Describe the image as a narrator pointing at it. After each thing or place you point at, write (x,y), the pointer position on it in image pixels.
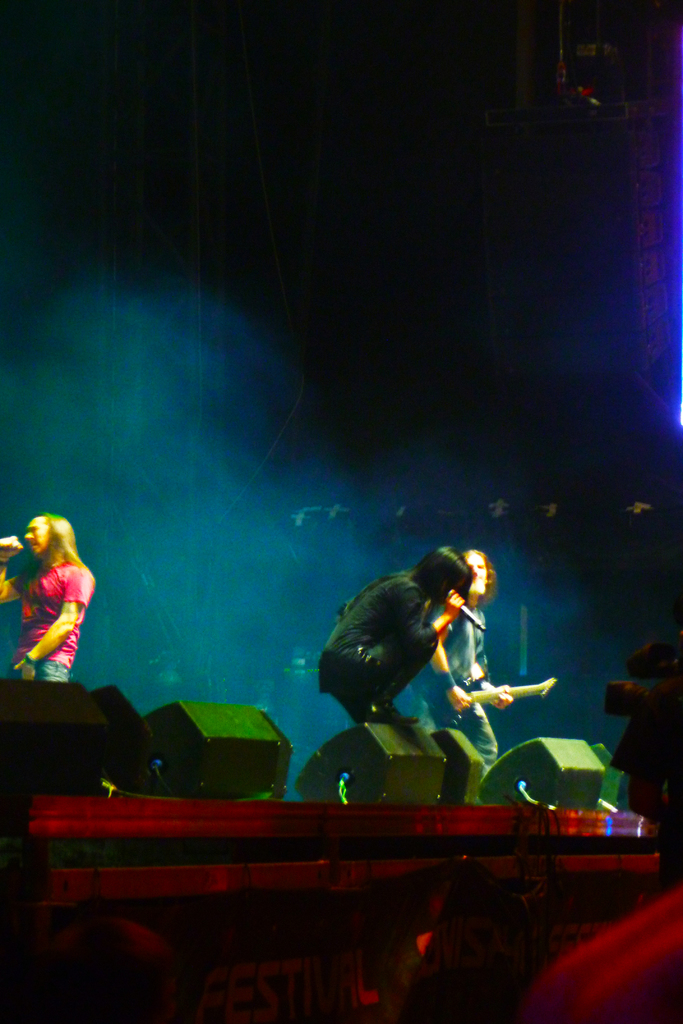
In this image we can see people (380,606) holding mics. There are speakers (127,764). At the bottom of the image (120,970) there are people (154,988). In the background of the image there are rods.
